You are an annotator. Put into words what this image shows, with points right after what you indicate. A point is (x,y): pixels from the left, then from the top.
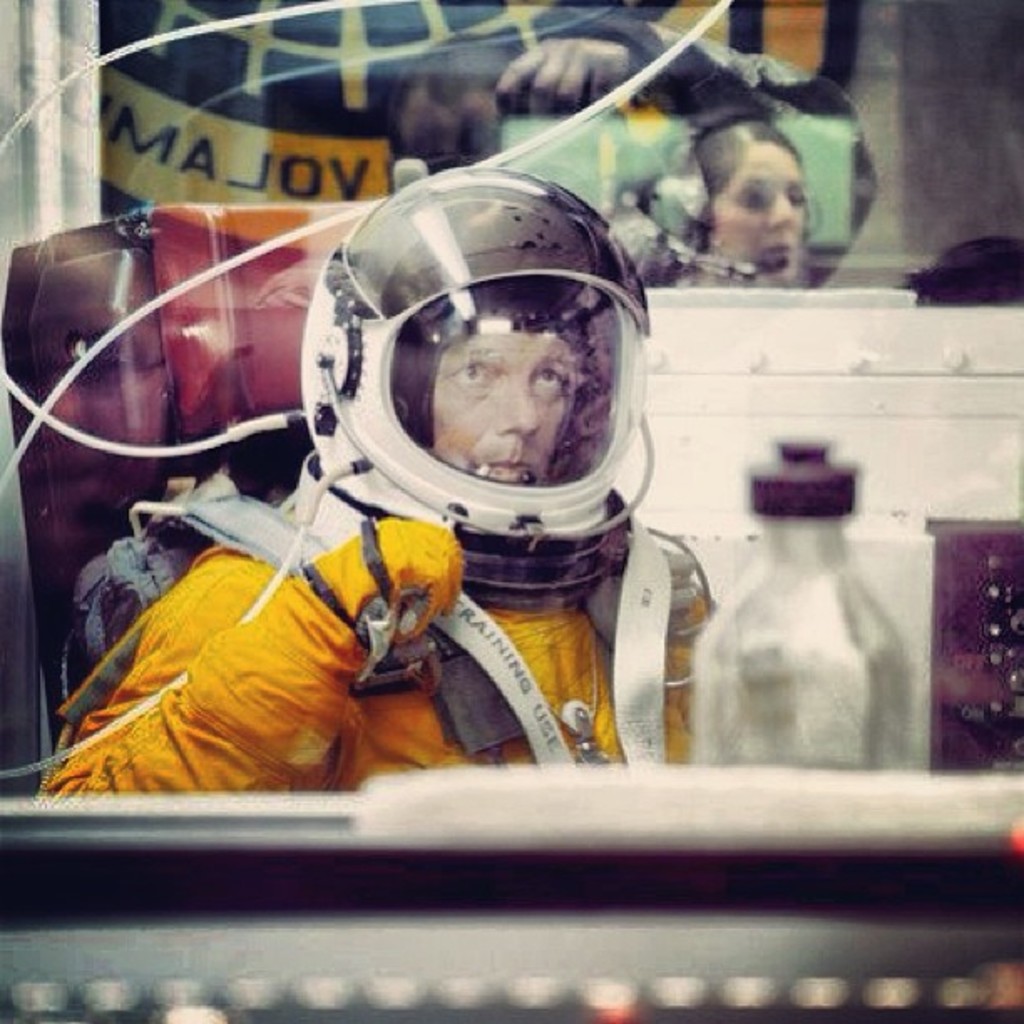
In this picture we can see a astronaut (366,677) wearing yellow color suit (544,657) and white helmet (502,198), sitting on the chair (187,434). Behind you can see a big glass (140,74) and a water bottle (775,659) in the front (811,737).
